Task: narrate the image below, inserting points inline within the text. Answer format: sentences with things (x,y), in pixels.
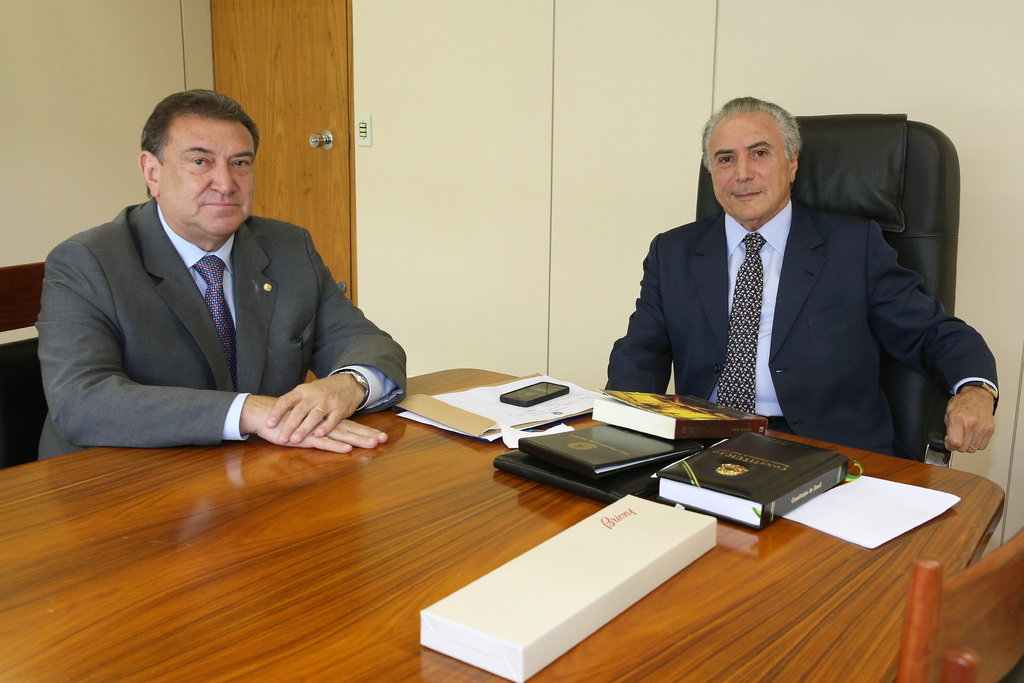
Two men (195,228) are sitting at a table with few books (580,440) on it.
